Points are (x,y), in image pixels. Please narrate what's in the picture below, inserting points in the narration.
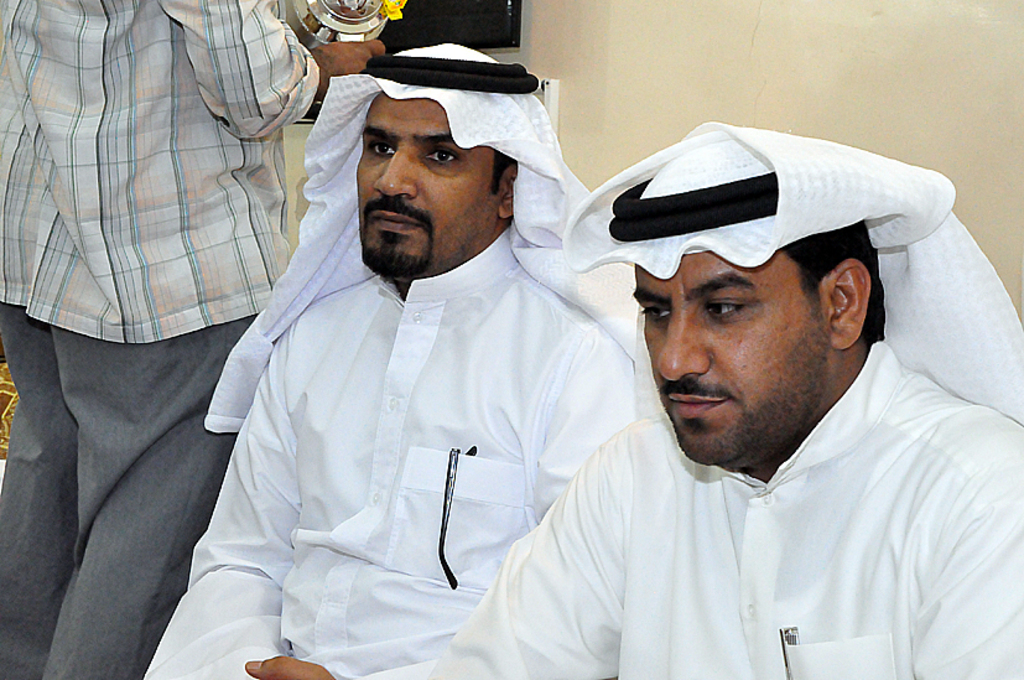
Here I can see two men (401,416) wearing white color dresses (401,514) and headscarves (519,135) and sitting facing towards the left side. Beside these people (316,374) there is a man (123,240) holding an object (355,28) in hand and standing facing towards the back side (108,118). In the background (556,51) there is a wall (610,47) on which a monitor (491,27) is attached.
